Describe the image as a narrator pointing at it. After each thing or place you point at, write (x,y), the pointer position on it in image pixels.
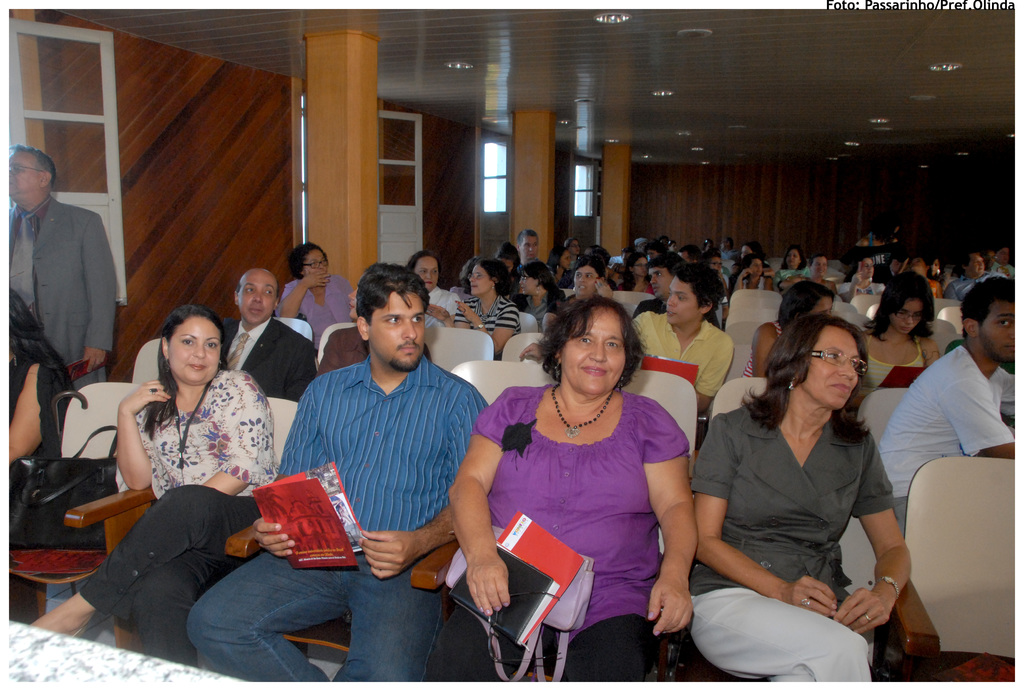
This is a image taken in a conference. In the foreground of the picture (522,491) there are people (650,521) sitting in chairs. On the left (64,64) there are people (54,252) and a door (70,137). In the center of the picture (352,269) there are doors (492,168) and pillars (532,172). At the top (575,102) there are lights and ceiling (758,149).
